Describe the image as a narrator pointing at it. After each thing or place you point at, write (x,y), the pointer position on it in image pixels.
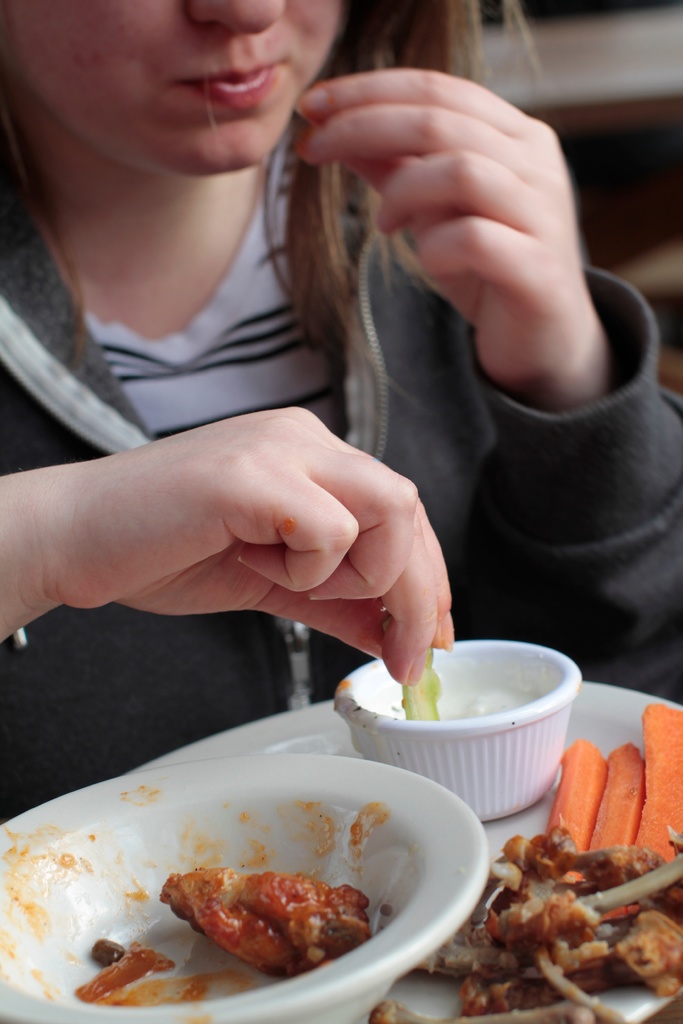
In this image we can see a girl (319,590) is eating some food (568,763) with her hands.
